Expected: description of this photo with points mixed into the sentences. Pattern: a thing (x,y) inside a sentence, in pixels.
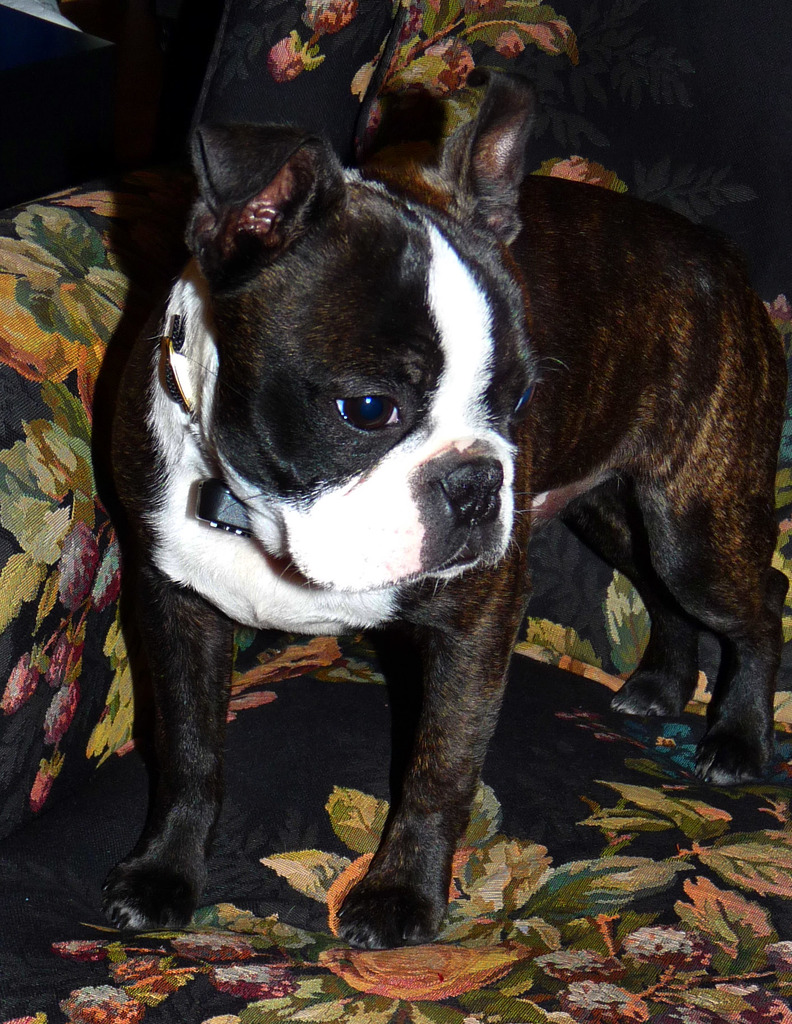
In this image I can see a dog (513,527) standing on the colorful couch (765,856). The dog (547,338) is in white, black and brown color.
